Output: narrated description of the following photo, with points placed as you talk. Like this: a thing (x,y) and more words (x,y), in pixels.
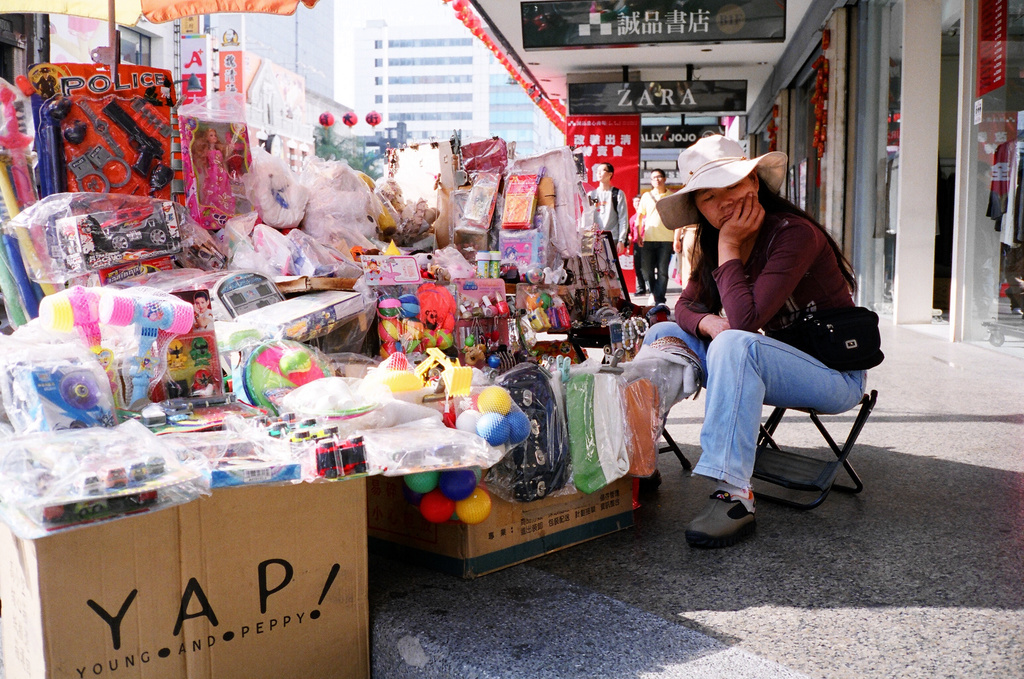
In this picture a lady (777,393) is sitting on a chair (779,411) with objects (451,199) in front of her. We also observed many labels (636,100) which are named a zara, jojo.
